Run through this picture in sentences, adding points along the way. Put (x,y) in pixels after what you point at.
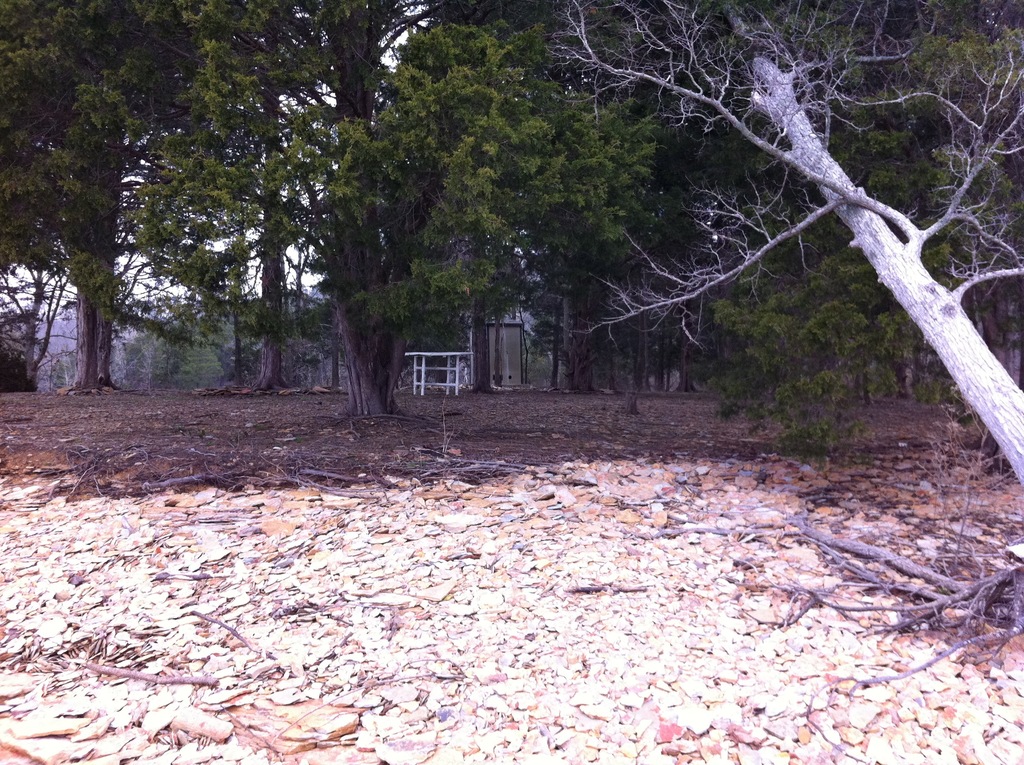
In this image, we can see so many trees (578,267), table (418,355). Here we can see dry leaves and twigs (101,671). Background (296,288) there is a sky (310,290).
